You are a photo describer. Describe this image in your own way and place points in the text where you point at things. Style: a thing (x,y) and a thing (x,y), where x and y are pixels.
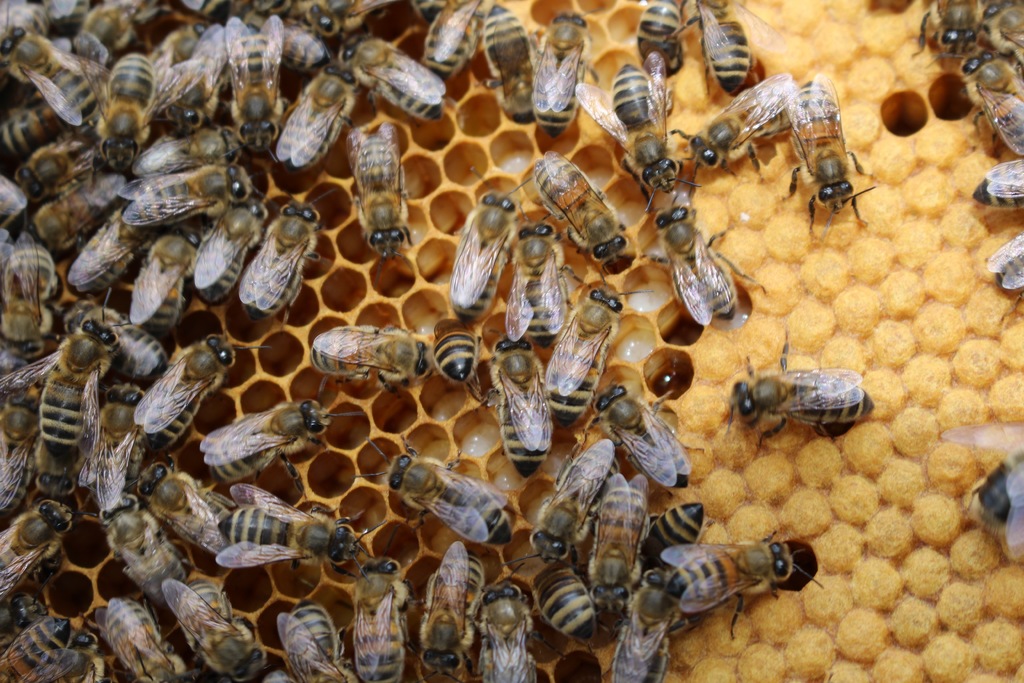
In the image there is a honeycomb (691,131) with honey bees (451,623).
